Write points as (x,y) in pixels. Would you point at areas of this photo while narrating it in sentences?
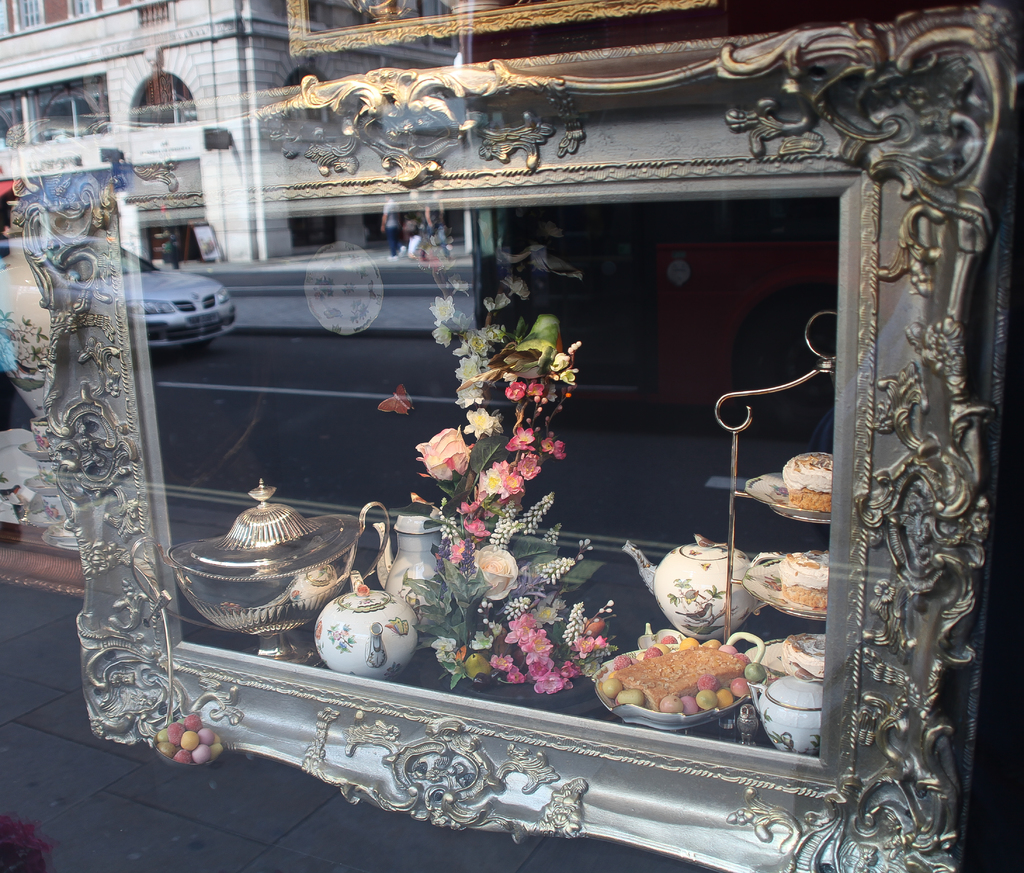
In this image I can see it is the glass wall (66,675), in this there are things (671,566) made up of porcelain (392,556). On the left side (261,5) there is a reflected image (0,59) of a building (244,146) and a car (217,324) is moving on the road (248,385).
